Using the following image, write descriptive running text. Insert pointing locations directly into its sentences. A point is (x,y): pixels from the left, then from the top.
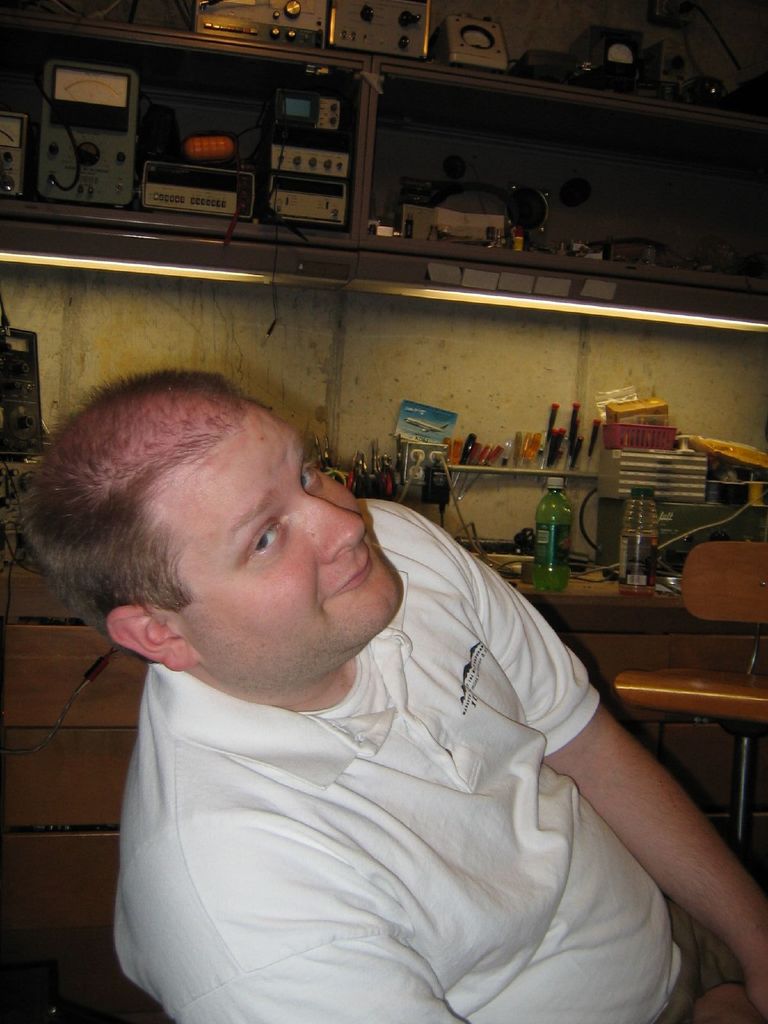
This picture is taken inside the room (397,431). In this image, in the middle (506,660), we can see a man (477,698) wearing a white color shirt (529,854) is sitting. In the background (648,524), we can see a table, on that table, we can see some bottles (643,515), pens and some electronic instrument (666,534). In the background (385,183), we can see a shelf (613,192) with electronic instruments (583,201).
